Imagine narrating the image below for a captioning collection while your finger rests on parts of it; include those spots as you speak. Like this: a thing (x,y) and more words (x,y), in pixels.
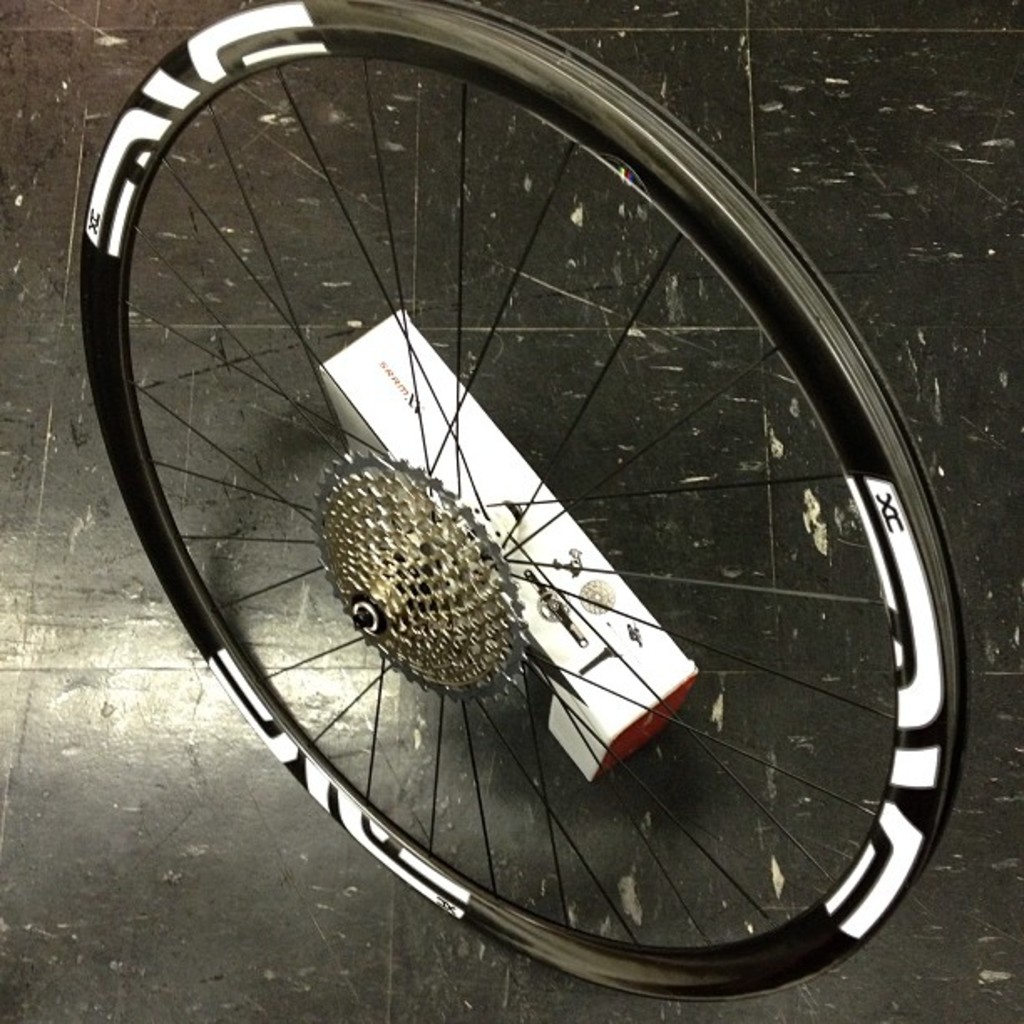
In this picture I can see the bicycle wheel (926,657) which is kept on the floor (869,621), beside that there is a white color box (633,688).
